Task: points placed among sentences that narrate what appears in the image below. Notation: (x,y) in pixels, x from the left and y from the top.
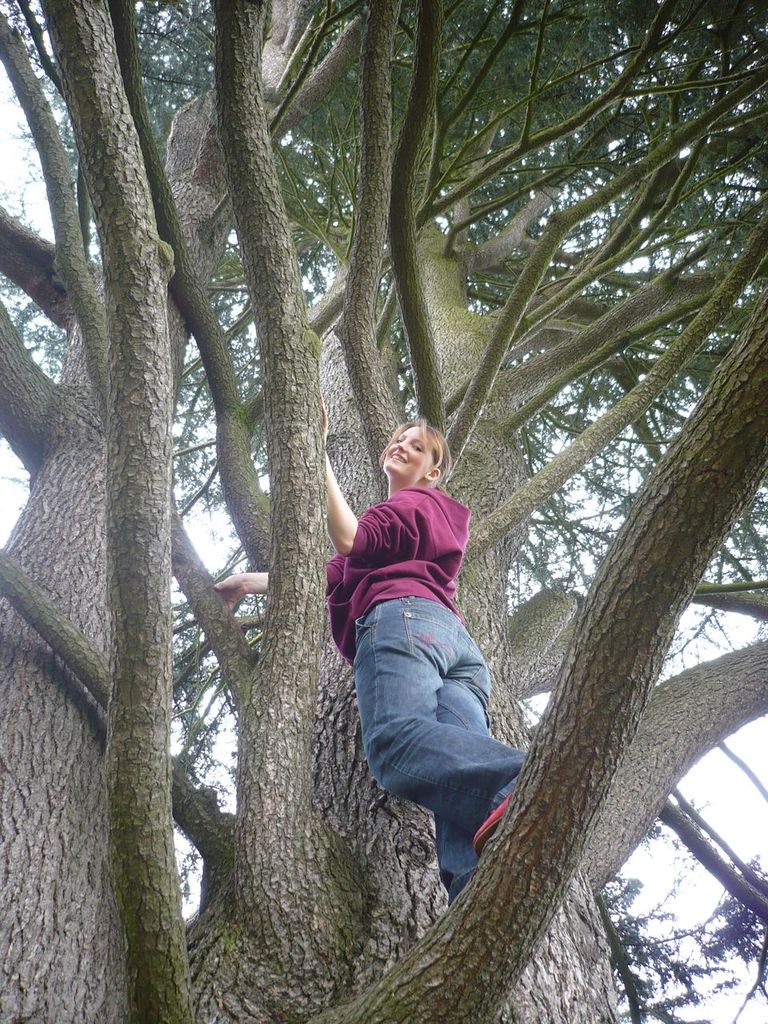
Here I can see a woman (413,558) wearing a jacket (414,567), jeans (420,708), smiling and standing on a tree trunk (511,918).
